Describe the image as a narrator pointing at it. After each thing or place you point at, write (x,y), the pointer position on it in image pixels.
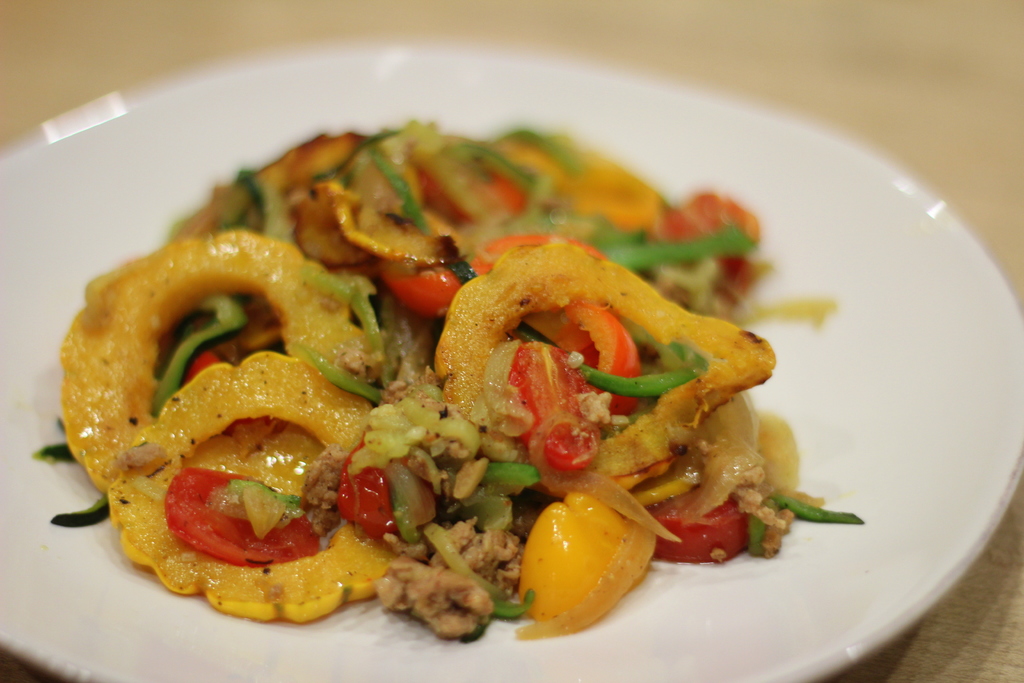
In this image in the center (682,448) there is one plate (949,242) and in that plate (945,226) there is some food (416,367), at the bottom (971,620) there is a table (964,658).
